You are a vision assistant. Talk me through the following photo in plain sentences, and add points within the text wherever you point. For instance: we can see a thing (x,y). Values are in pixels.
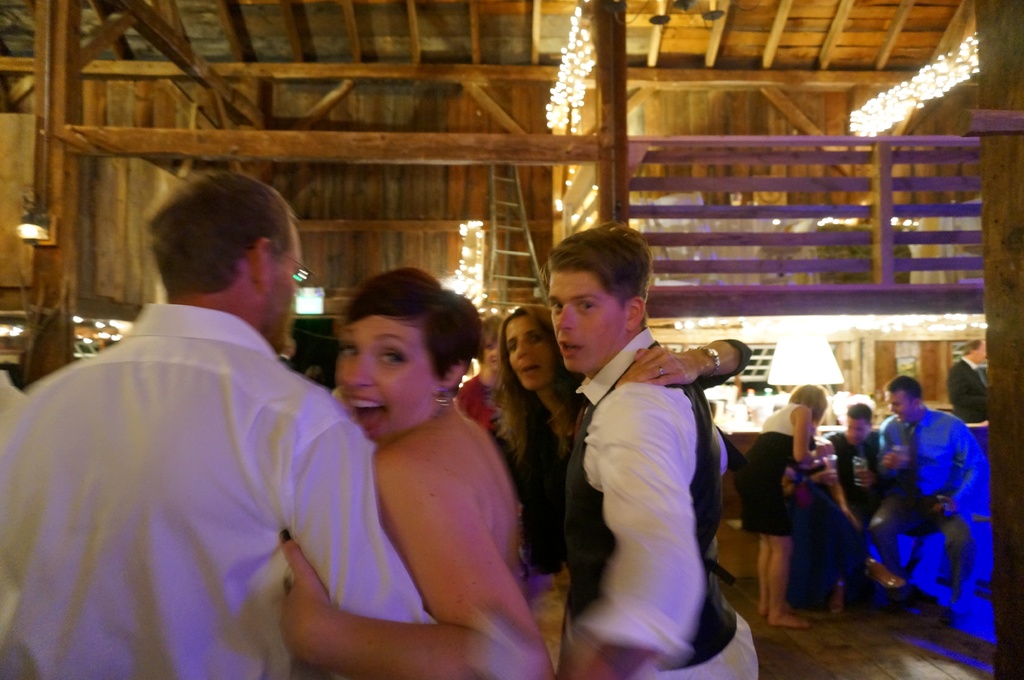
In the picture we can see two couples (507,679) are standing and beside each other under the wooden shed (446,137) and we can see some people (863,409) are sitting near the table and to the ceiling (503,63) of the shed (532,133) we can see decorative lights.
